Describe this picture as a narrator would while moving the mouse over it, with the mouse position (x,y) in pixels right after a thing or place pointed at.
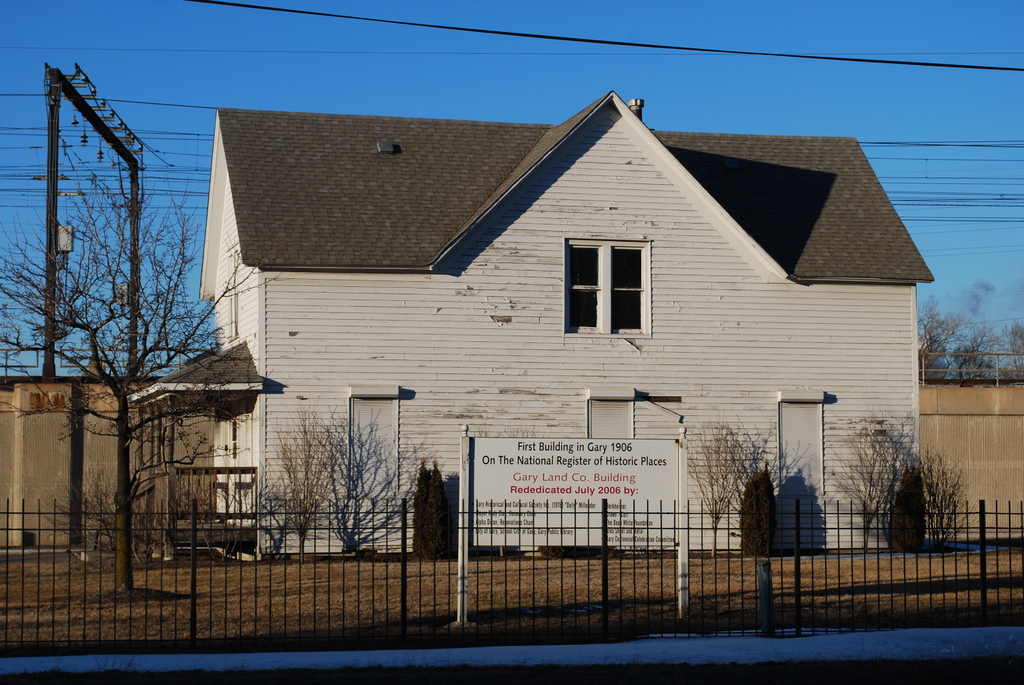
In this image I can see the ground (841,663), the railing (729,590), a white colored board (518,507), few trees (882,488), the building (742,400) which is white and black in color, the wall (48,447), an electric pole (52,256) and few wires (1002,197). In the background (678,125) I can see the sky (565,93).
